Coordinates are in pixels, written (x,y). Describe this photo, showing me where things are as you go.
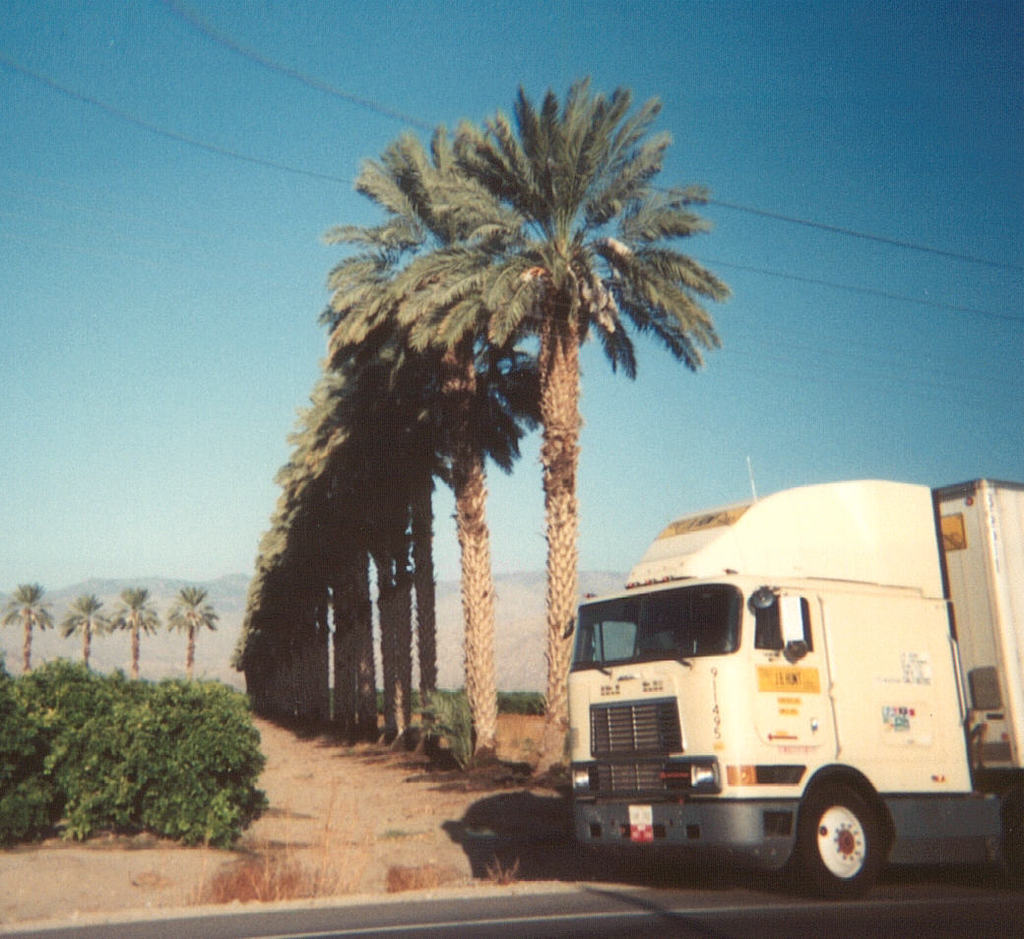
In this image, we can see a white truck (856,746) on the road (673,909). Background there are so many trees (494,749), plants (73,782) and sky (766,233). Here we can see wires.
